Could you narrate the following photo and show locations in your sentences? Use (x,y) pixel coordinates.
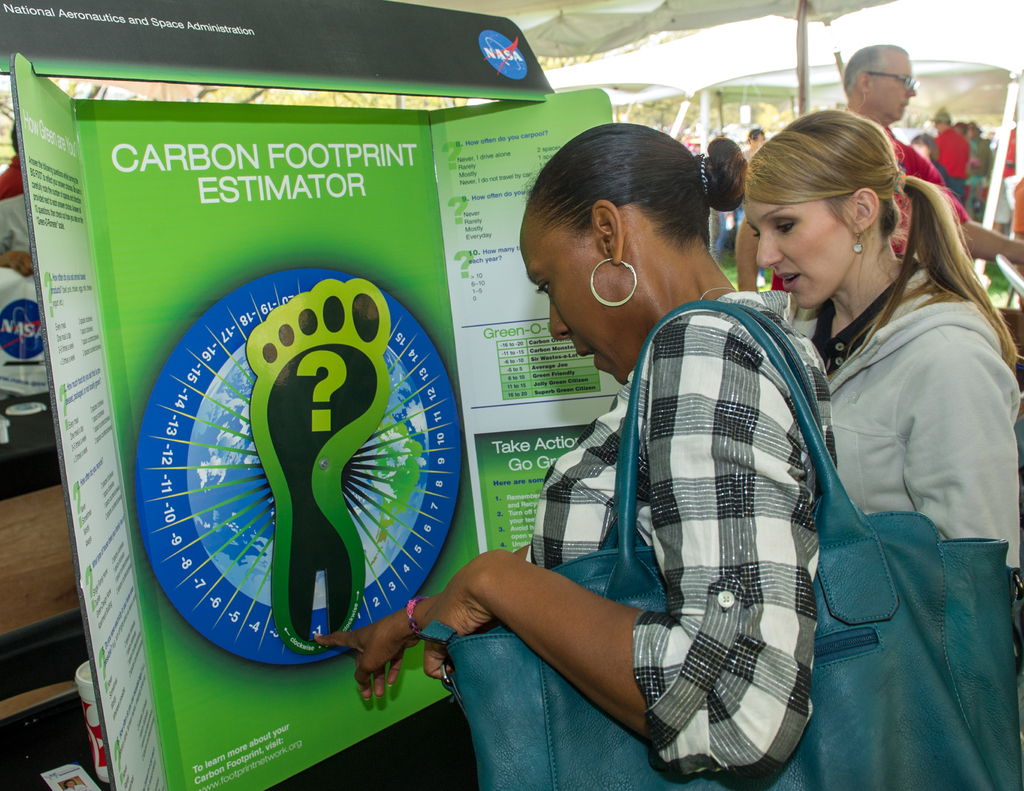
In this picture there are people (3,189) and we can see boards (110,447) and tent (604,23). We can see cup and card (61,777) on the platform (92,767). In the background of the image (701,86) we can see people (1011,164) and tents (839,87).
